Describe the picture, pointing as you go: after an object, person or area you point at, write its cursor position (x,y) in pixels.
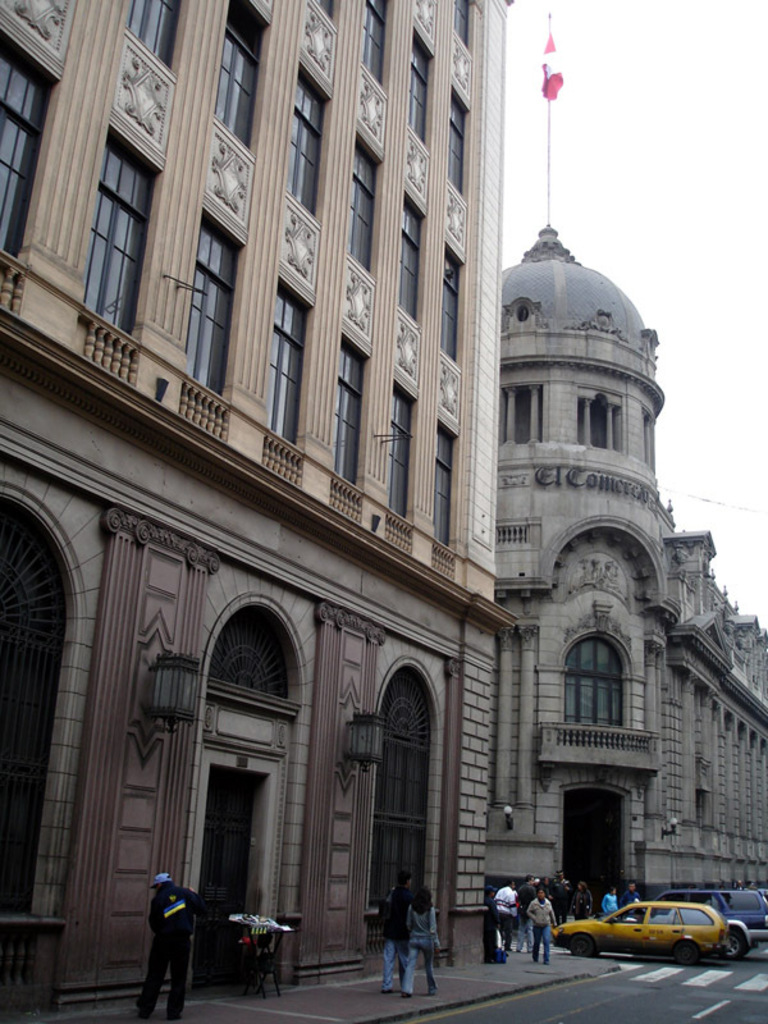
Here in this picture we can see buildings (402,506) with number of windows (131,243) and doors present on the ground (753,959) and in the middle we can see a flag post (548,87) present on the top of the building (540,250) and on the road (690,1017) we can see number of people (541,905) standing and walking and we can also see cars (643,920) present and we can see the sky (707,289) is clear.
